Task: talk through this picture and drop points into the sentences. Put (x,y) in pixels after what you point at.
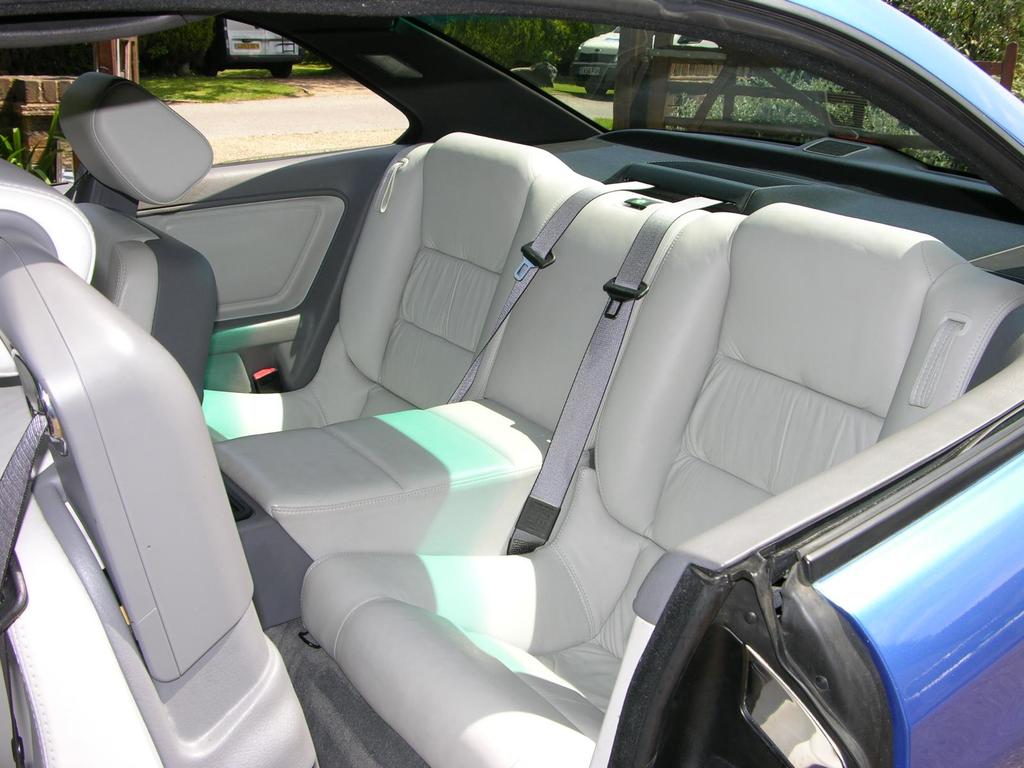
In the image there is a car (461,410). Inside the car (628,282) there are seats (134,90) and also there are seat belts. And there are glasses (652,53). Behind the car (936,85) there is fencing (682,76) and a wall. And also there are trees (521,49) and vehicles (592,44).
